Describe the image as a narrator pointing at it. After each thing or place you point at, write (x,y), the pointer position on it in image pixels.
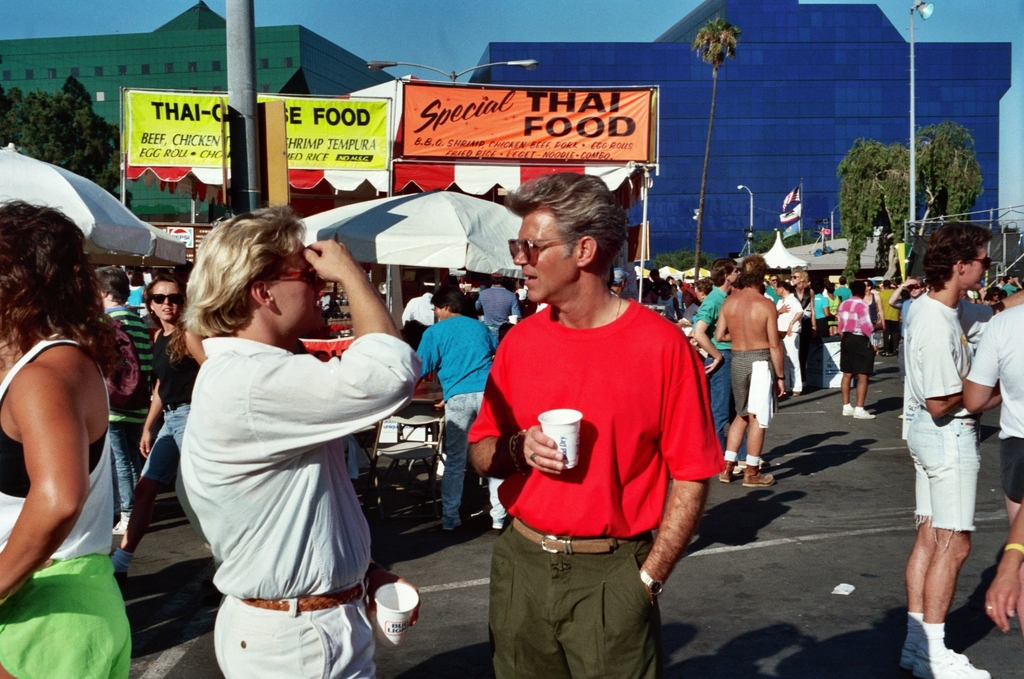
In this image I can see there are two men (248,450) standing and they are holding disposable cups (565,415) and they are speaking. There are many other people (68,224) in the background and there are a few food stalls (350,161) and there is a tree (83,128), I can see there are few plants (83,128), poles (230,7), buildings (315,62) in the backdrop (39,133) and the sky (215,7) is clear.
